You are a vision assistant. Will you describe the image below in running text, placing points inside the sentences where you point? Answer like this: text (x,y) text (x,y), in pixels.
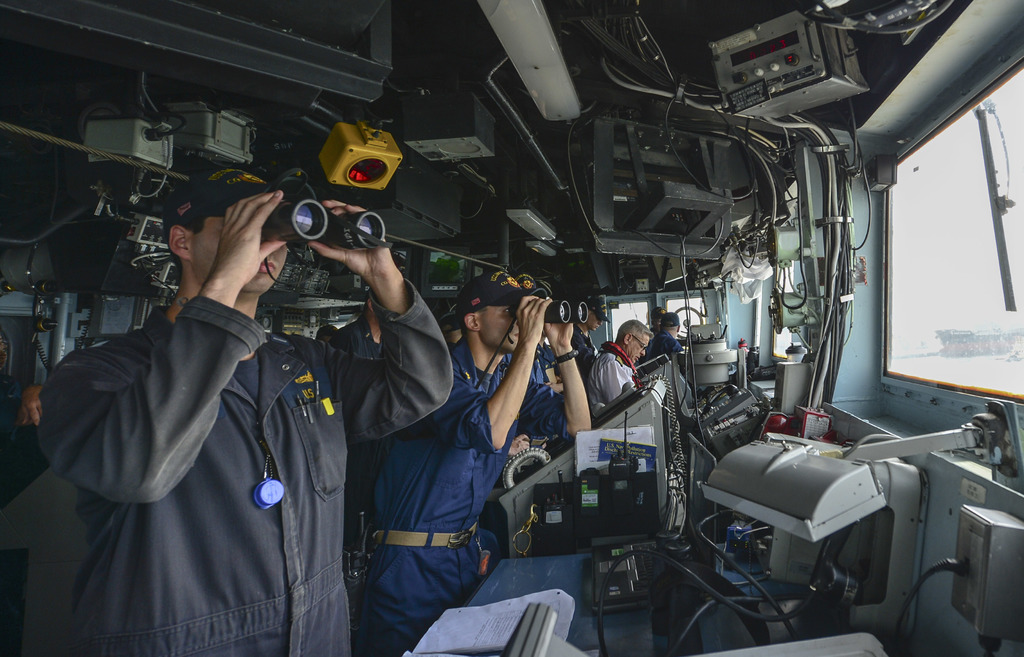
In this image we can see the people (304,380) holding the binoculars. We can also see the other people (602,359) standing. We can see the equipment (649,196), wires (726,118), papers (450,636) and also the glass window (957,165).
